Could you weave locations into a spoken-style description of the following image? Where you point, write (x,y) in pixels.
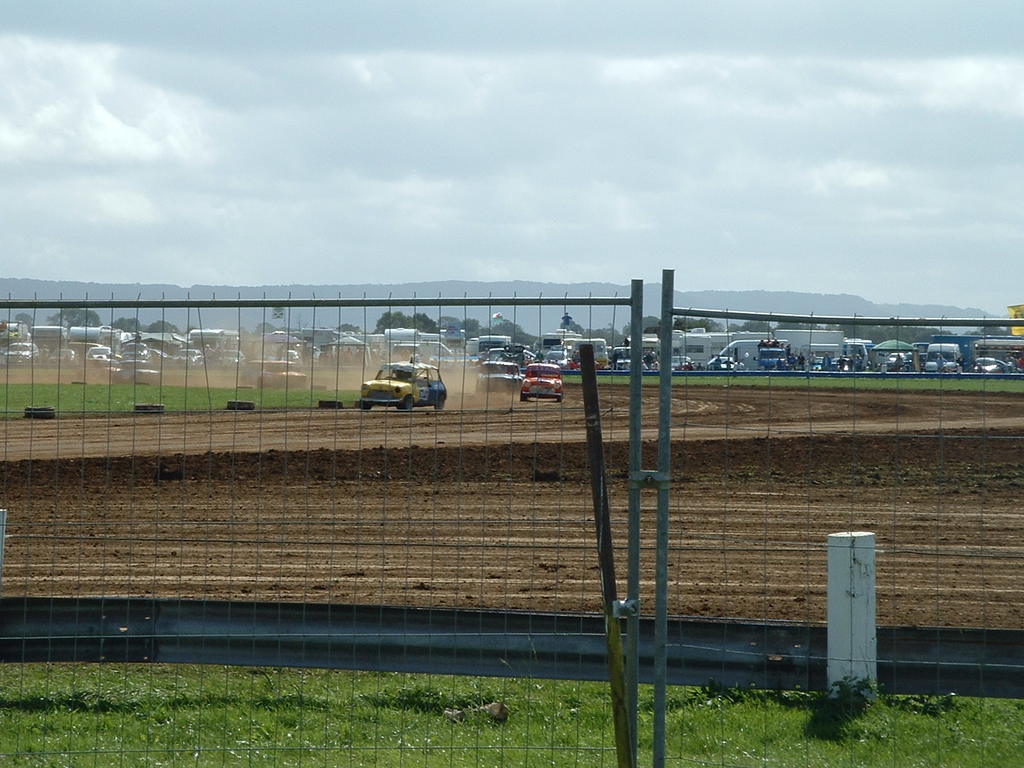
In this image there are vehicles (720,338). At the bottom (432,718) there is grass (807,718). In the foreground (698,404) we can see a fence (256,544). In the background (263,322) there are trees (76,321), hills (580,285) and sky (522,237).
